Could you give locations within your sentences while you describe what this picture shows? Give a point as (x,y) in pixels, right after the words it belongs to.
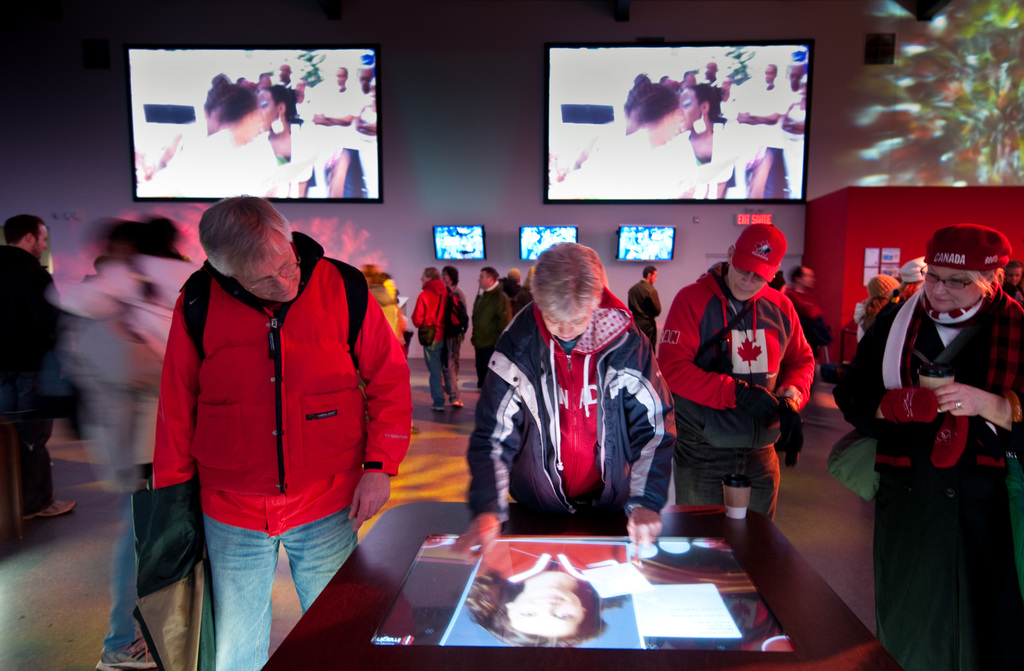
Televisions (482,256) are on the wall (506,98). Here we can see people (482,320). Front these four people (300,404) are looking at the screen (507,557) kept on the table (535,599). Boards (889,270) are on the red wall (861,238). Far there is a signboard (747,220).
